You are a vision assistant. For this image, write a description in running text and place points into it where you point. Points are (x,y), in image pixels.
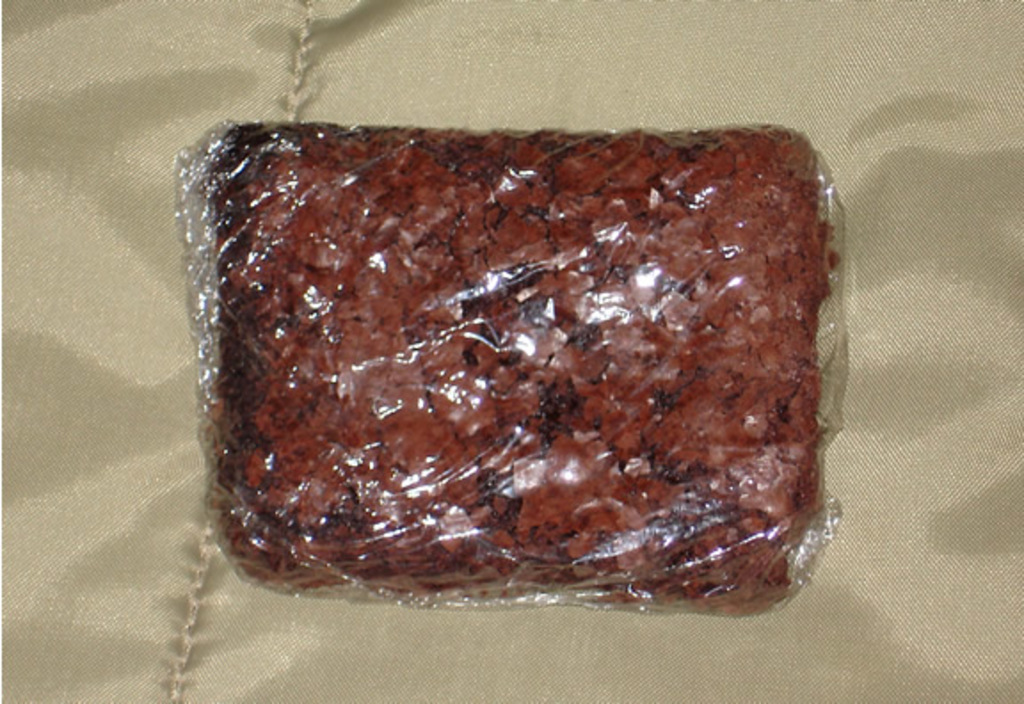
In this image I can see food item (565,418) with cover (662,413) placed on a cloth (564,697).
